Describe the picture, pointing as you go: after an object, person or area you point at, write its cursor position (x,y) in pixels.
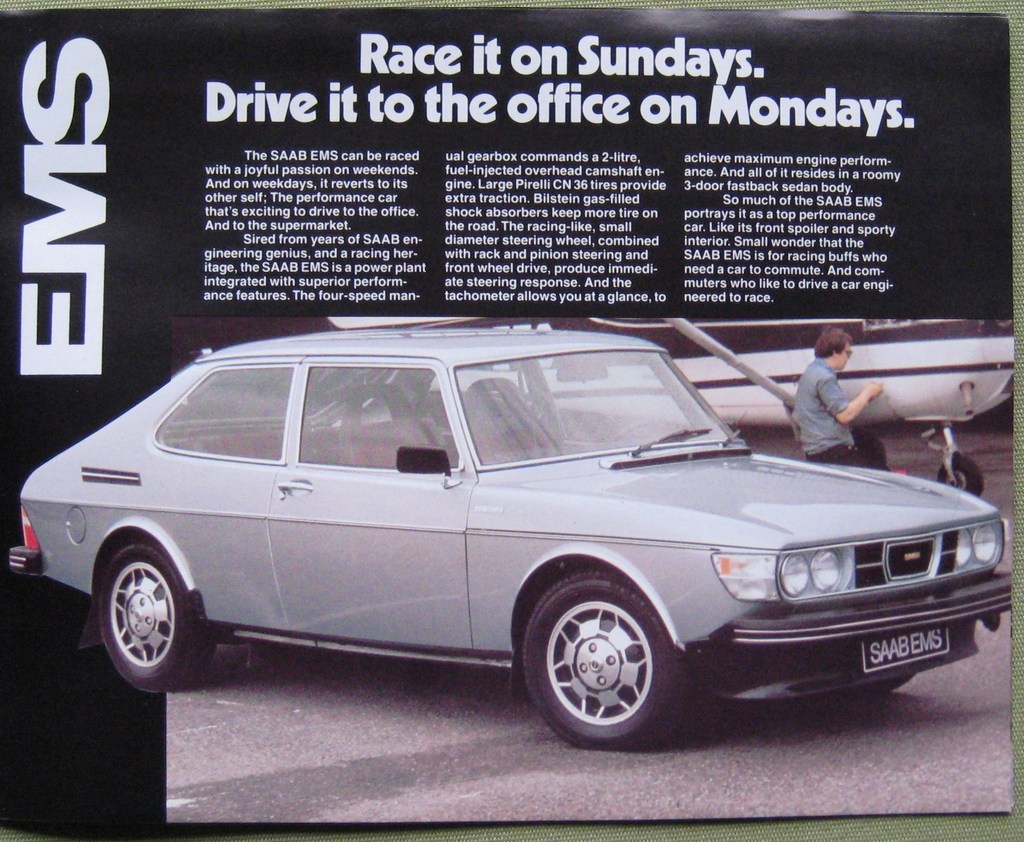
In this image, we can see a car (356,441) and some text (499,105). There is a person (828,363) in front of an airplane (901,373) which is on the right side of the image (943,395).
